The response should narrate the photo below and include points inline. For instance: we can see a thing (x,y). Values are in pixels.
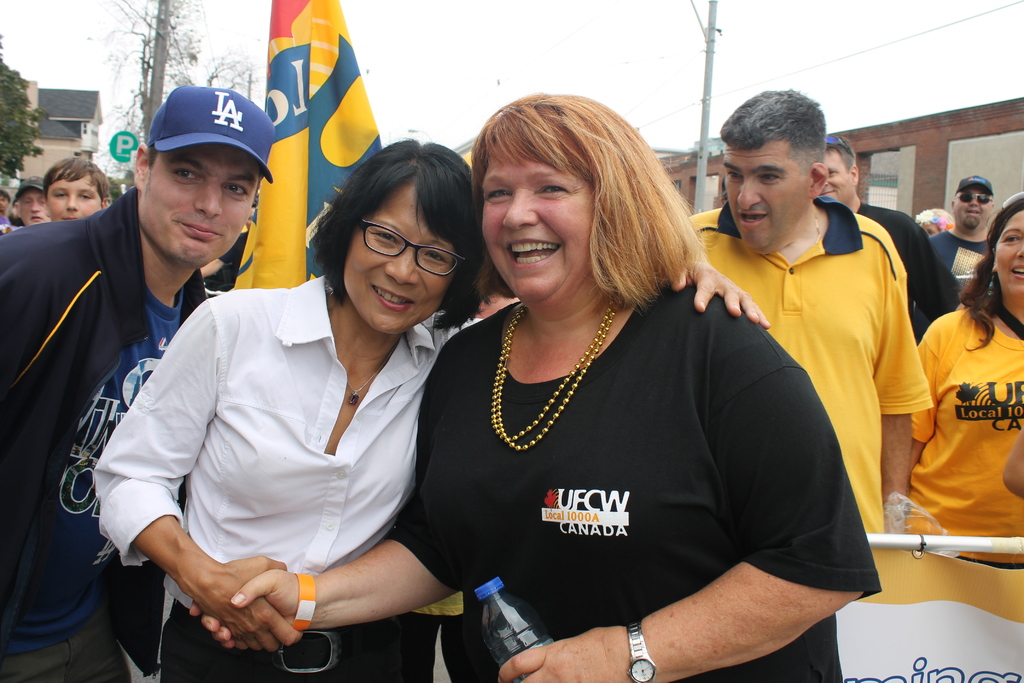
In this image we can see a group of people (499,400) standing. In that two woman (583,444) are shaking their hands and a woman (326,595) is holding a bottle (525,626). On the backside (565,85) we can see the flag (240,285), a sign board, a house (56,160) with a roof (59,125), trees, pole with wires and the sky (510,84) which looks cloudy.
